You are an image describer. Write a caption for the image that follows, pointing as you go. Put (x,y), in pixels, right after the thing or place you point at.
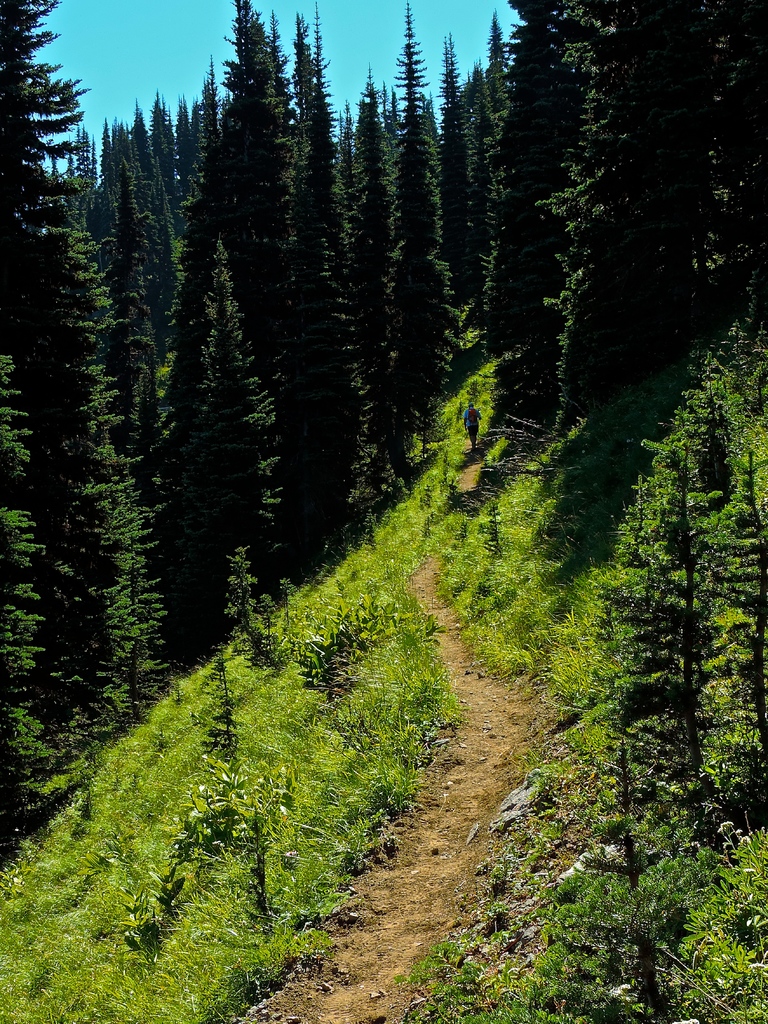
In this image, we can see some trees (570,353) and plants (576,889). There is a sky (345,32) at the top of the image (391,23).
